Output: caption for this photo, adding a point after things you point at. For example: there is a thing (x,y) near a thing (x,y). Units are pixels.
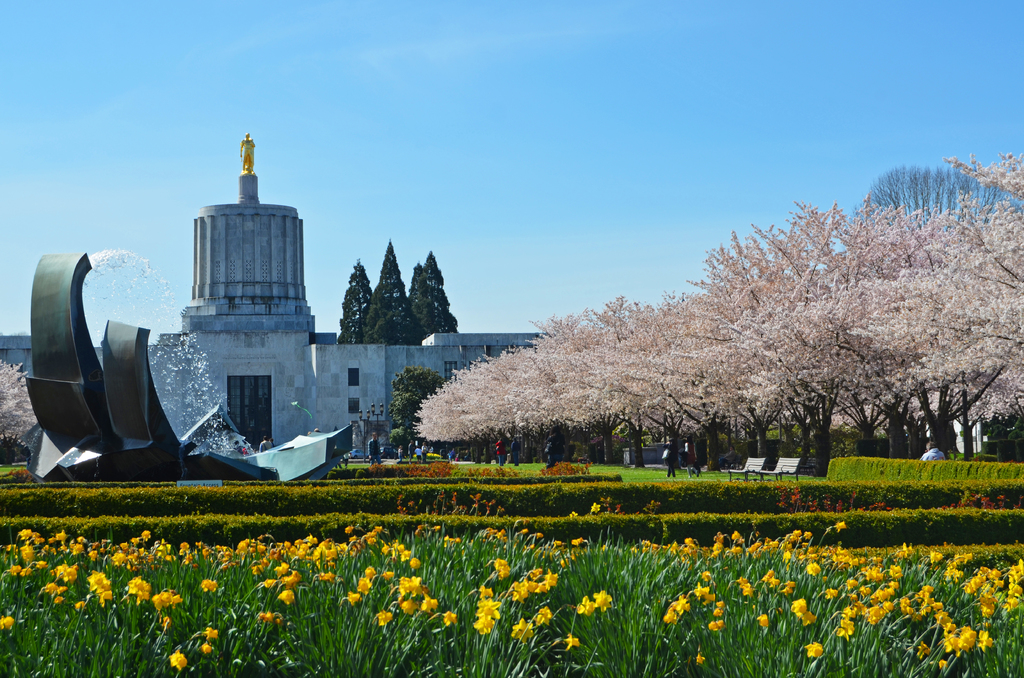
There are flower plants (462,611) at the bottom side of the image (369,569), there is a fountain (102,267) on the left side (49,372), there are flower trees (951,311), a statue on a building (447,367), people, benches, trees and the sky (503,329) in the background area (502,282).
